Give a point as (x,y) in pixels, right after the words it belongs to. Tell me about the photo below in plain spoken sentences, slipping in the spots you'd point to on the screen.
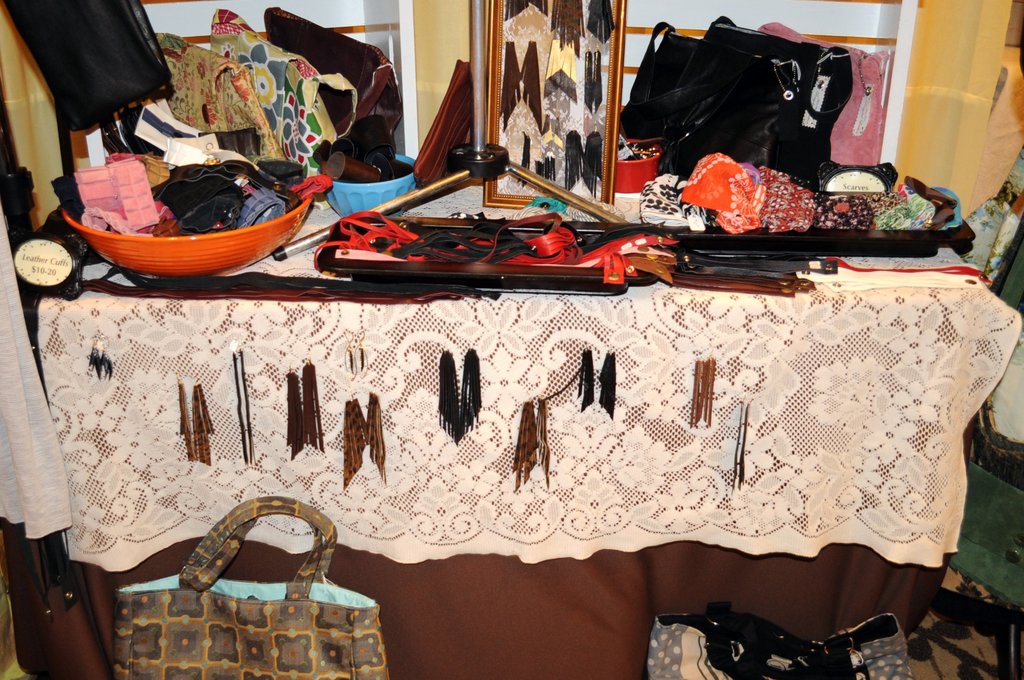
These are a bunch of bags (775,145) are placed on a table (222,281) which is covered with a curtain (861,382). This is a plastic bowl (188,274).
